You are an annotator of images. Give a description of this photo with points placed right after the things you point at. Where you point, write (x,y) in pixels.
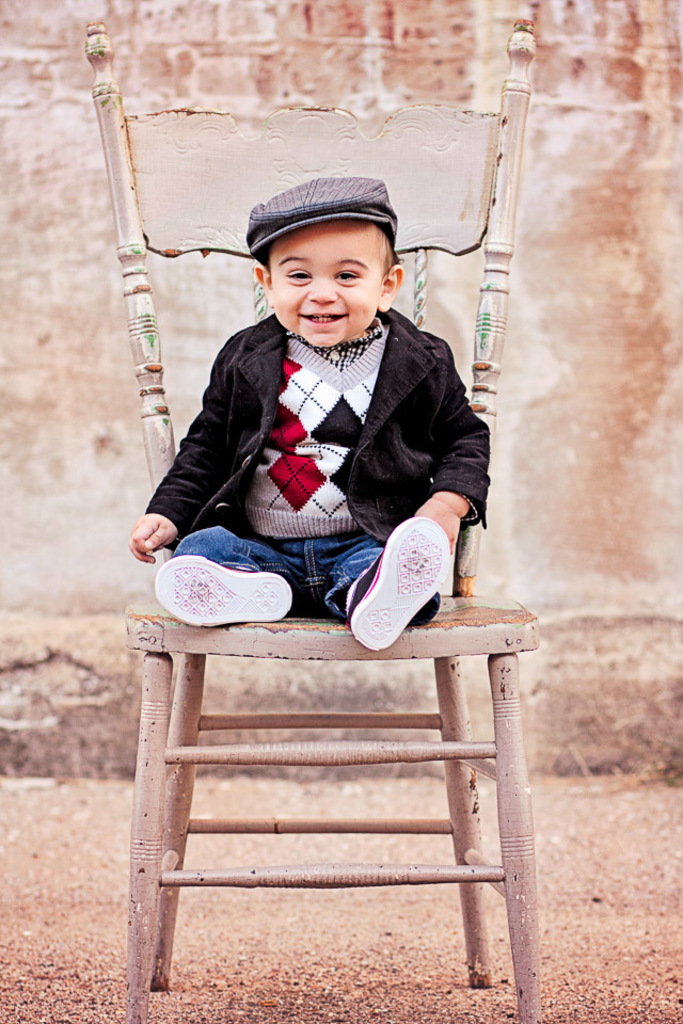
In this picture a kid (413,366) is seated on the chair (440,601) and he is smiling.
